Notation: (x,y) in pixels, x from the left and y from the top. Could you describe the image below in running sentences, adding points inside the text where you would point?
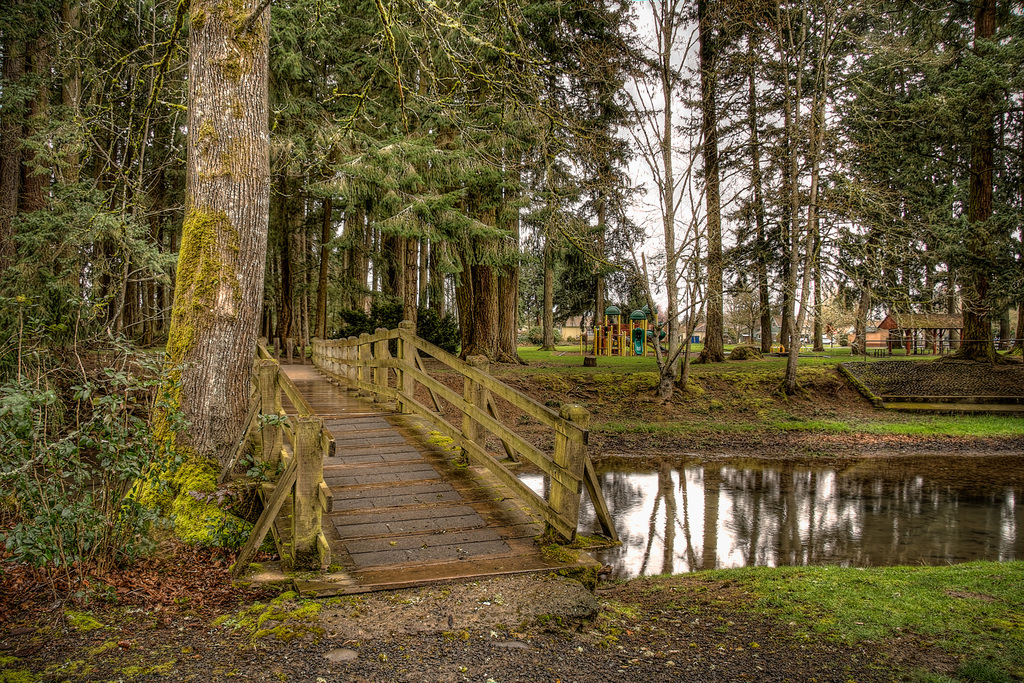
Here in this picture in the middle (504,435) we can see a wooden bridge (483,455) with railing (353,363) present on the ground (351,618) and in the middle of it we can see water (815,483) present and we can see the ground (753,444) is covered with grass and we can also see plants (445,341) and trees (961,300) present and we can see the sky (660,157) is cloudy.
